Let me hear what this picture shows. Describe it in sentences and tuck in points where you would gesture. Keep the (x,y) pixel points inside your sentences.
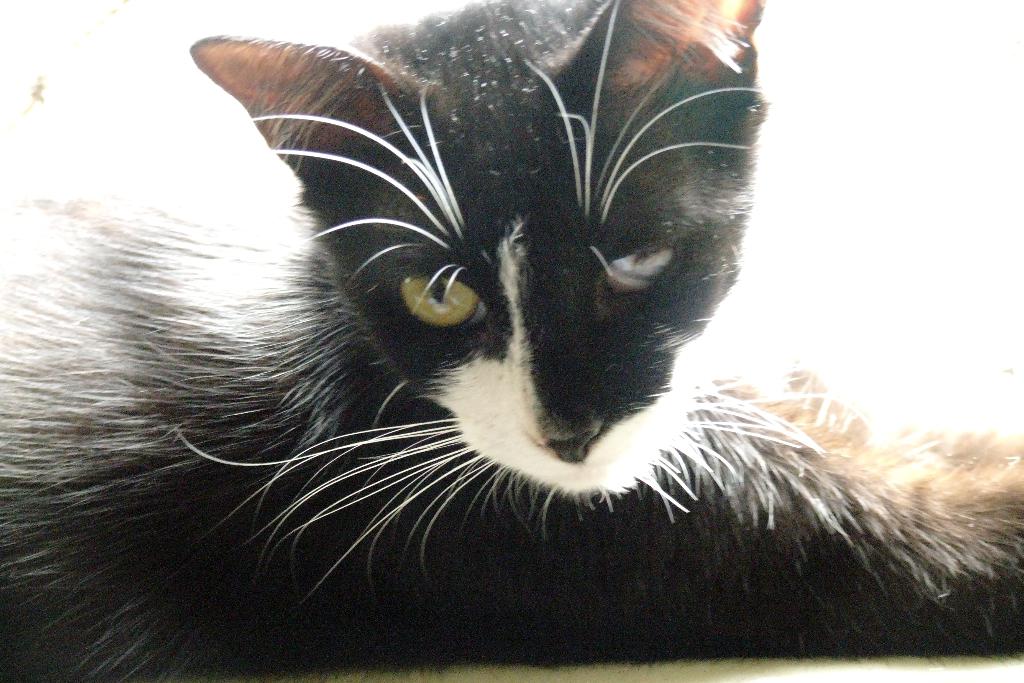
In this image there is a black color cat (550,496) on the path (424,682).
